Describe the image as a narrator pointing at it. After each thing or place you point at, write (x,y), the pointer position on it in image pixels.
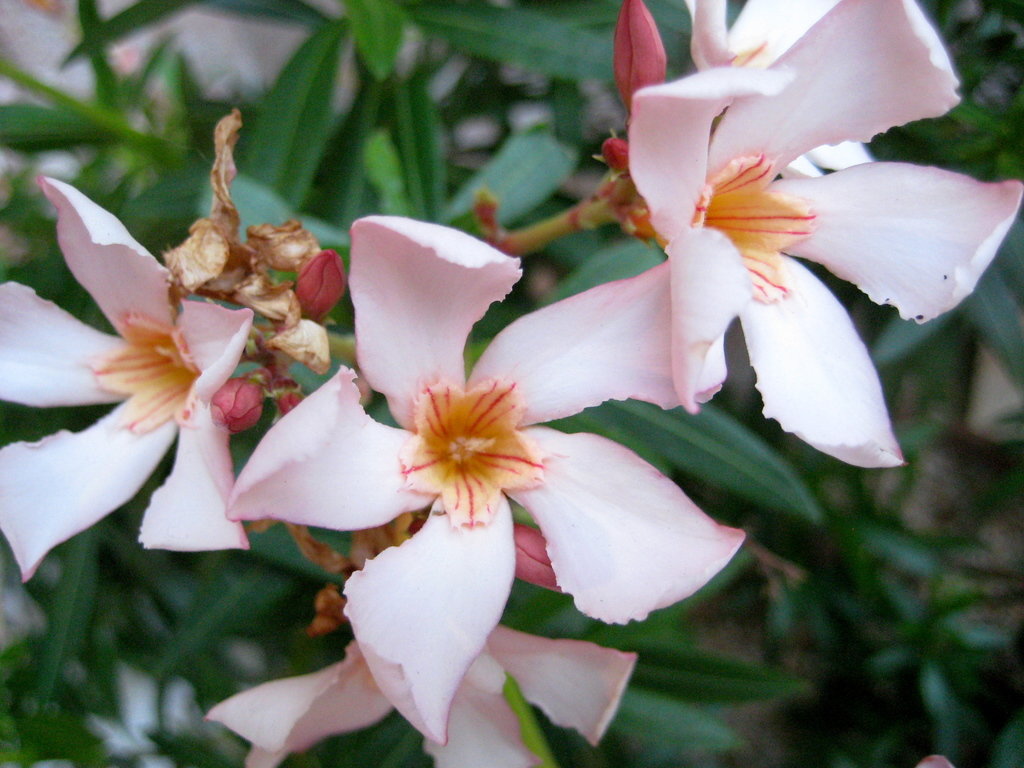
In this image there are flowers (684,351) and leaves (607,233).
